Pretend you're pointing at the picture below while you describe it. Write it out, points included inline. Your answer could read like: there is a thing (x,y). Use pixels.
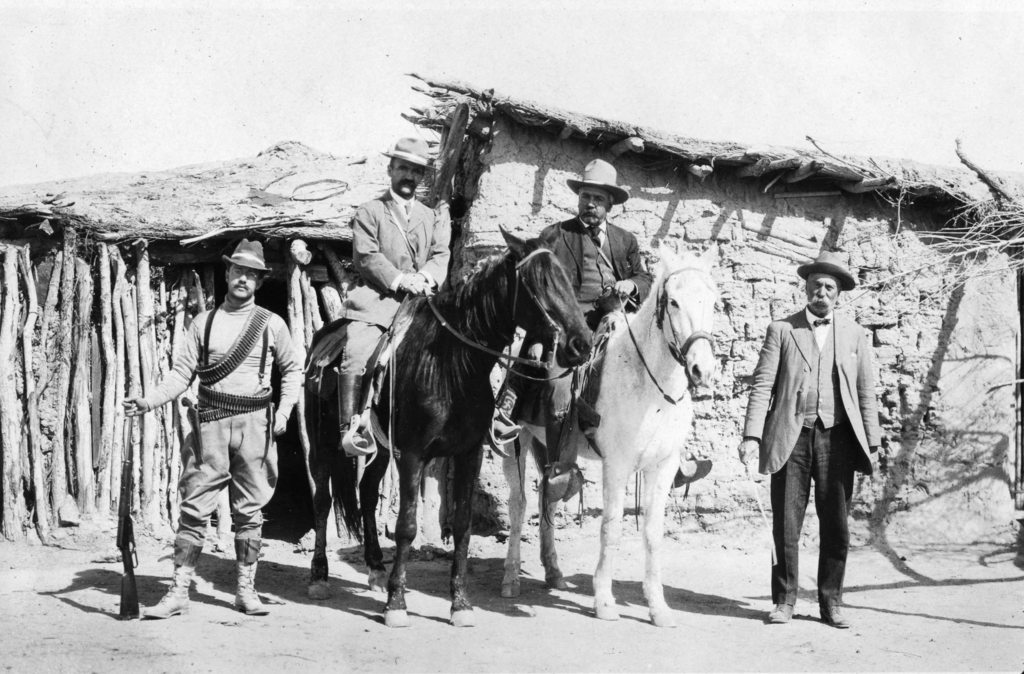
In the image we can see there are people (258,437) who are standing and between there are two men (576,283) who are sitting on horse (696,293) and the image is in black and white colour.
